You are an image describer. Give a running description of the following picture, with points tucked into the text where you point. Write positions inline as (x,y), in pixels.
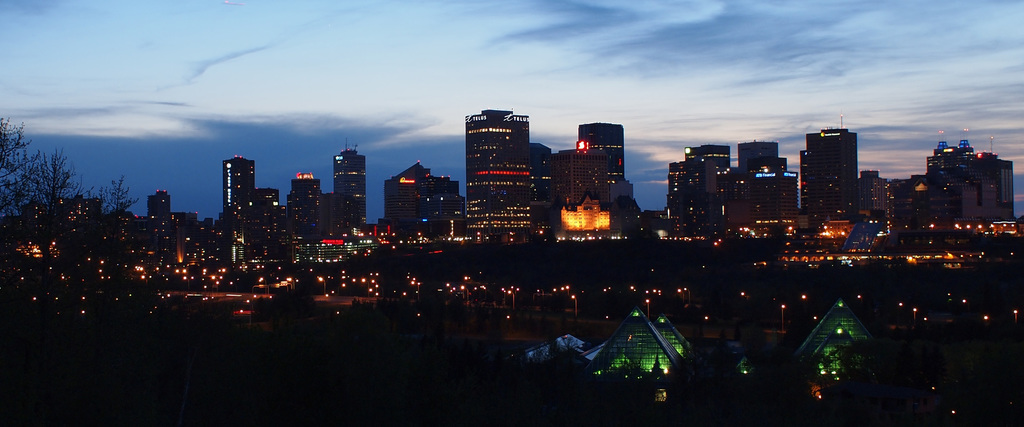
As we can see in the image there are buildings (352,207), lights (419,283), trees (103,234), sky (174,90) and clouds (290,116). The image is little dark.
